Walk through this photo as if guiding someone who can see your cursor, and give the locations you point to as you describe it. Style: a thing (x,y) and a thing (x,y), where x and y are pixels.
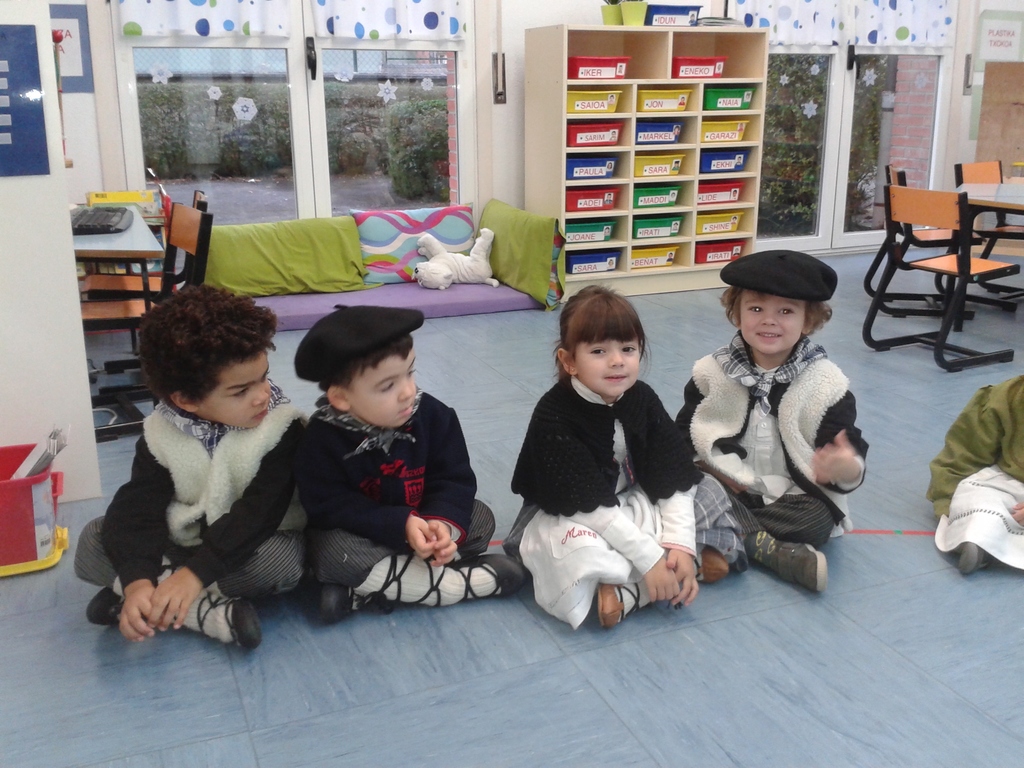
In this picture there are group of people (965,423) sitting. At the back (783,121) there are objects (652,15) in the cupboard (567,296) and there is a table (1021,203) and there are chairs (1005,226) and there are pillows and there is a toy (469,266) on the bed (286,295) and there are doors (856,101). Behind the doors (126,50) there is a fence (245,56) and there are plants (392,146). On the left side of the image (15,37) there is a keyboard (99,208) on the table (148,241) and there are chairs (133,427) and there are posters (88,39) on the wall (92,34) and there is an object (13,489) on the floor (539,715).
